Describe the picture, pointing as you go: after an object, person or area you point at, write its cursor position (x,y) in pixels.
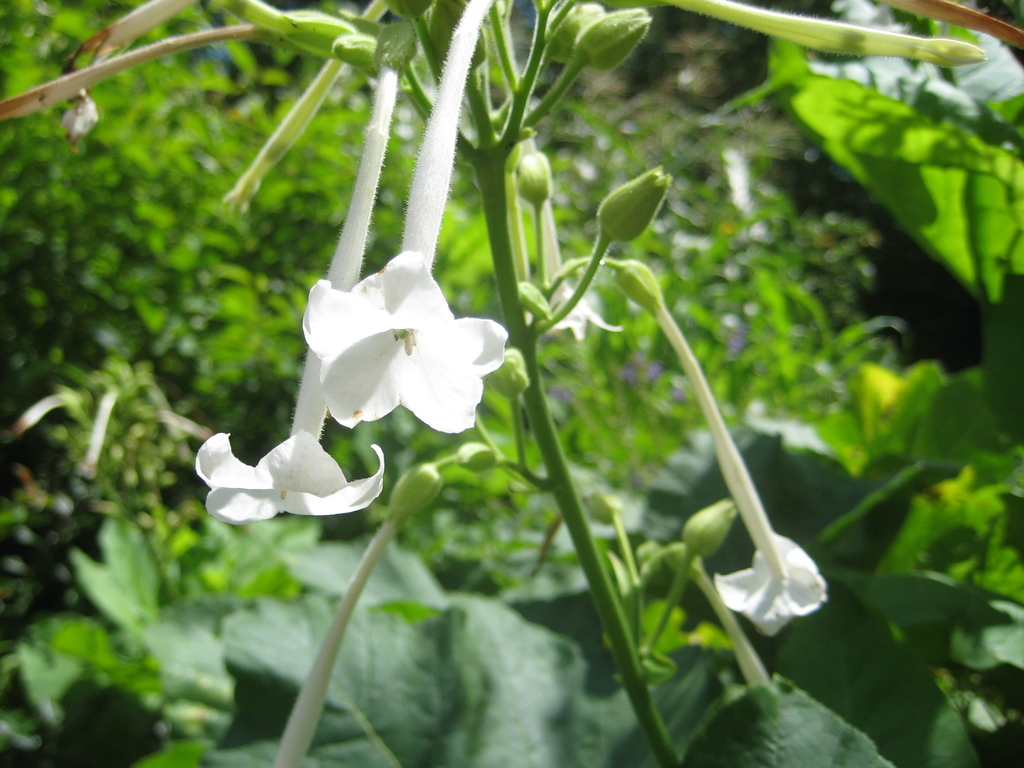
In this image we can see the flower plant (522,246), leaves (678,620) and also the plants (295,242) in the background (757,200).
